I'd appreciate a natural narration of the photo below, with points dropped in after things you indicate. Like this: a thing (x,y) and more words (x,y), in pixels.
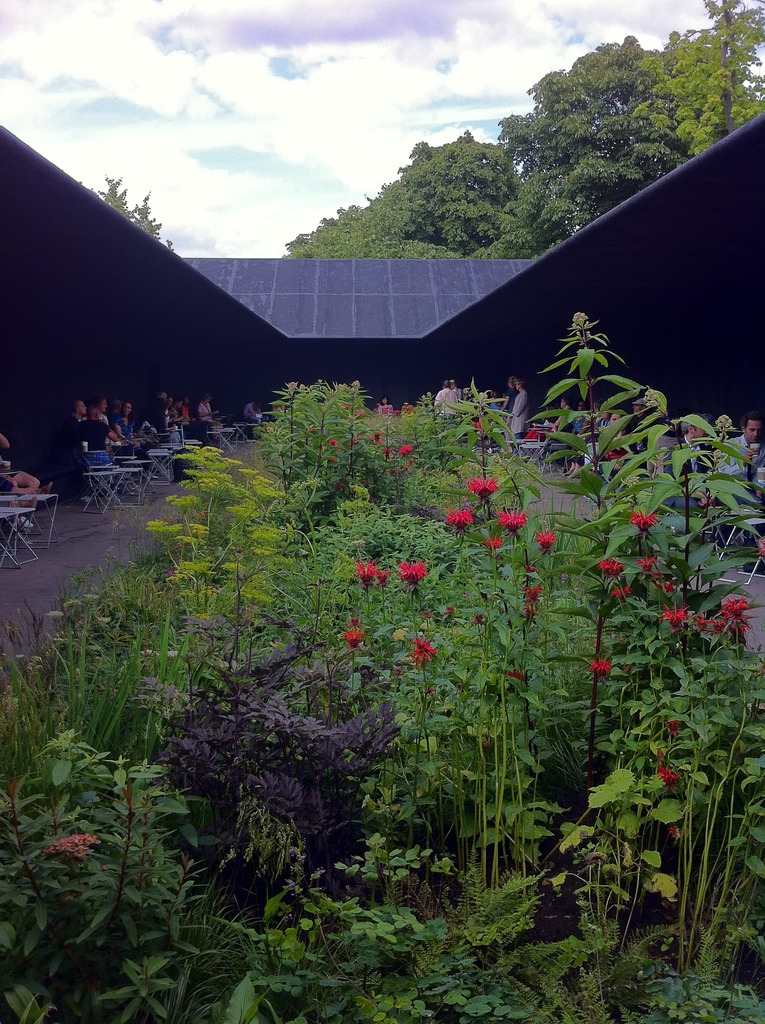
In this image there is the sky (326,72) towards the top of the image (361,84), there are clouds (357,71) in the sky (357,71), there are trees (512,153) towards the right of the image (584,162), there is a roof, there are tables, there are a group of persons (20,480) sitting on the chair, there are persons (527,403) standing, there are plants (331,724) towards the bottom of the image (469,824), there are flowers (495,489).
